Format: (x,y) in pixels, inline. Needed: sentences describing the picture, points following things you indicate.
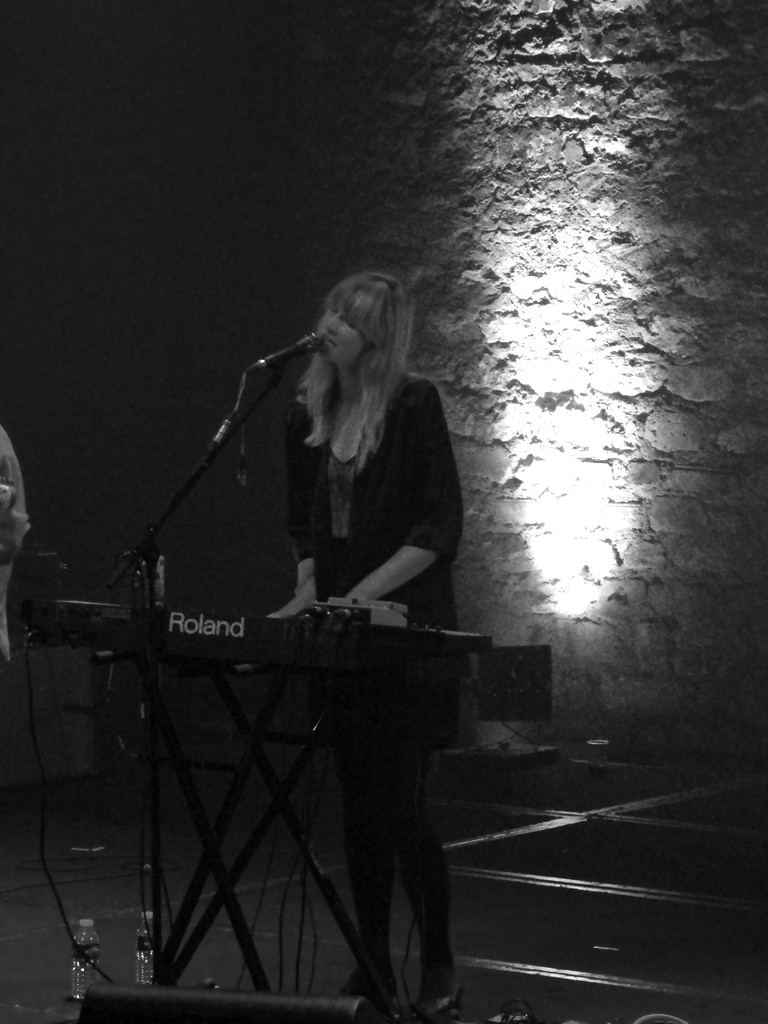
In this picture, we can see a black and white image, we can see a lady (297,598) playing musical instrument (347,630), and we can see the ground (280,883) and some objects (242,851) on it like bottles (139,962), stand (159,862), and a person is partially covered, we can see the wall (547,457) and light (557,414).
